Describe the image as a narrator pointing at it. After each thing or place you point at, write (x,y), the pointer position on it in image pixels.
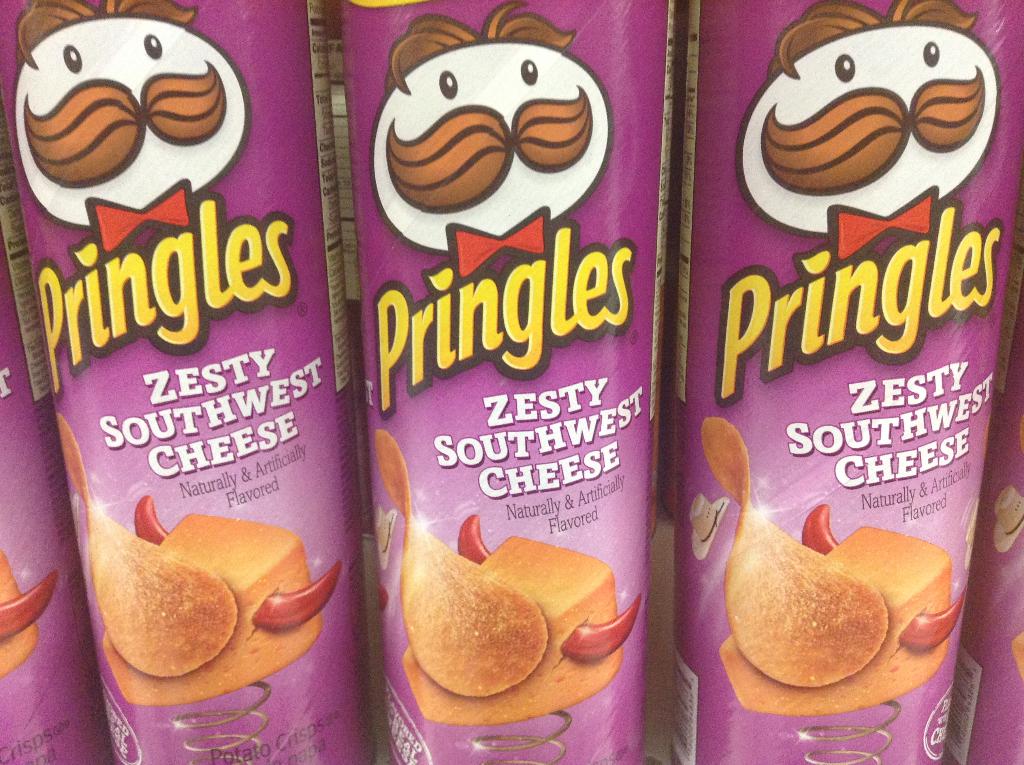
In this picture we can see boxes (60,424) and on this boxes (699,257) we can see bow ties (147,219), caps (707,503) and springs (487,750).
